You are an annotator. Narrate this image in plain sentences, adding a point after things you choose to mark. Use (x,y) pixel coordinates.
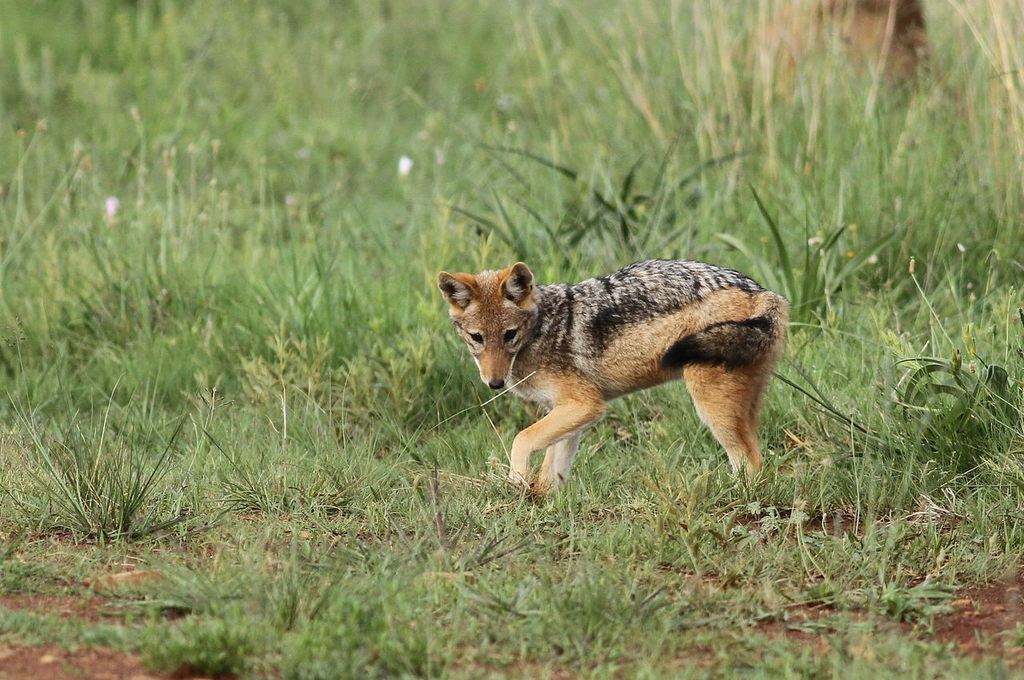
In this image I can see an animal (577,382) is standing on the grass ground (564,237). On the top right side of the image (911,14), I can see a brown colour thing (917,33) and I can also see this image is little bit blurry.
